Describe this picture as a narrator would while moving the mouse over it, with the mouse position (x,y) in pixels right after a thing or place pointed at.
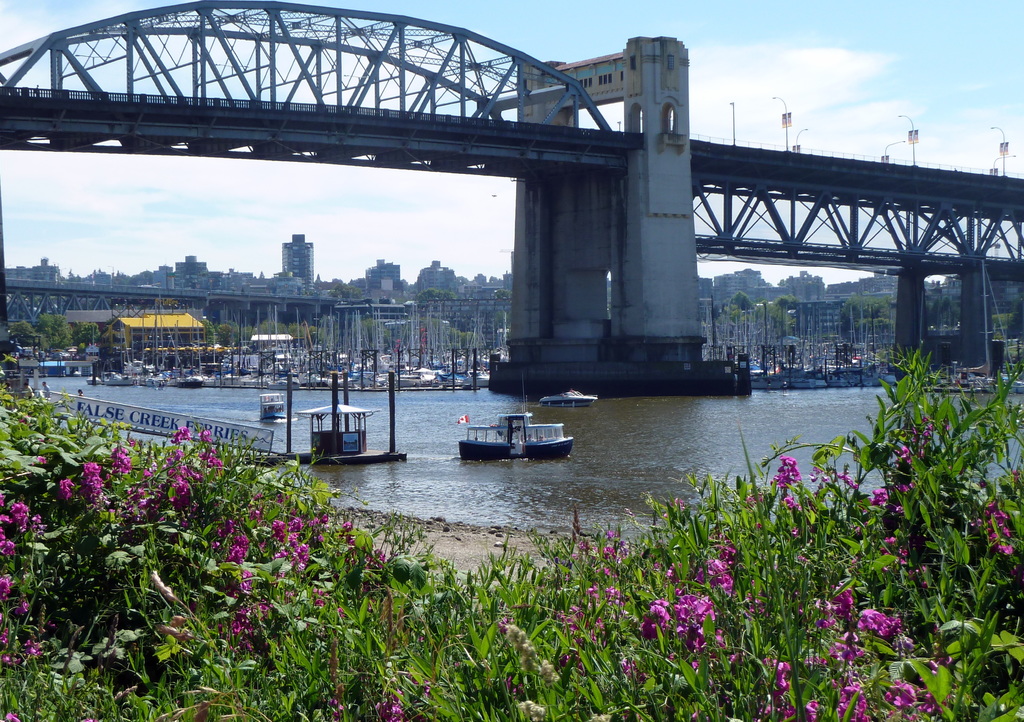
In the foreground (249,507) I can see flowering plants (419,572), boats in the water (502,464). In the background (671,279) I can see a bridge (698,289), boats (402,320), buildings (378,264), trees (438,293) and houses (467,286). On the top (242,218) I can see the sky (472,21). This image is taken during a day.
